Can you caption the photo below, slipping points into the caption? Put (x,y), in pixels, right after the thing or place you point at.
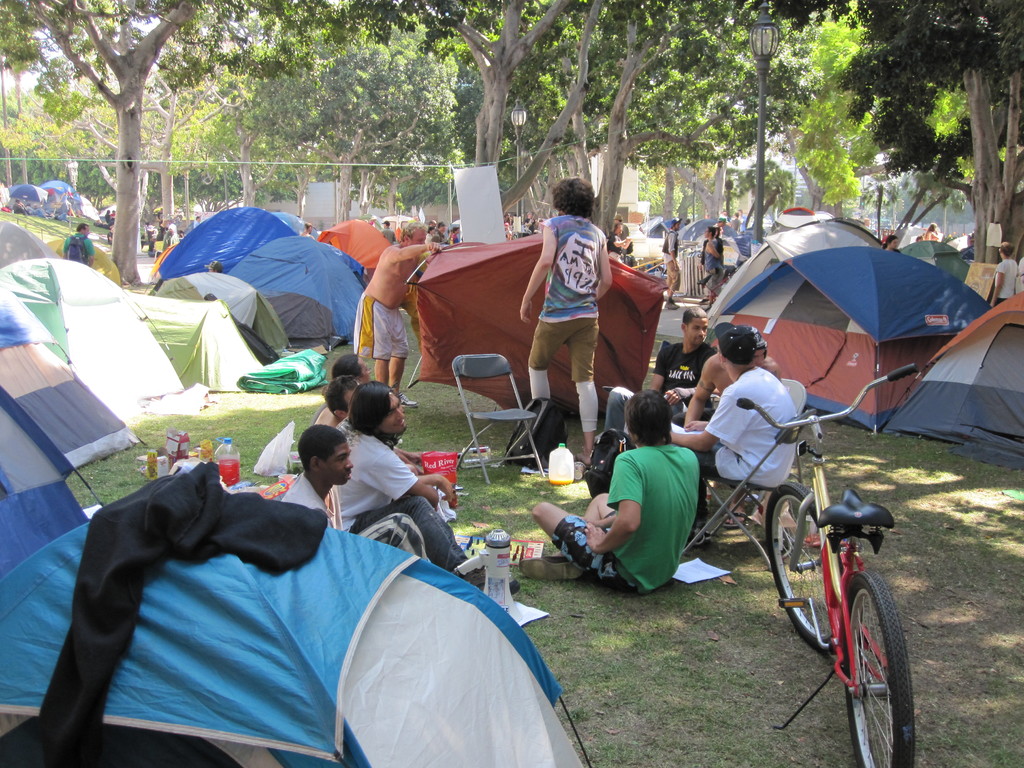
In this image there are few people (641,414) sitting on the ground (643,655) and few are standing. Image consists of many tents (248,693) for shelter. There is also a bicycle (863,517), a chair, cover (280,445), sweater (226,495), bottles (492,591), papers (695,564) and green color tent (292,389) on the ground (260,420). In the background (198,5) there are many trees (392,112), light poles (767,54) and plain board (491,205) and fence (692,269) is also visible.
